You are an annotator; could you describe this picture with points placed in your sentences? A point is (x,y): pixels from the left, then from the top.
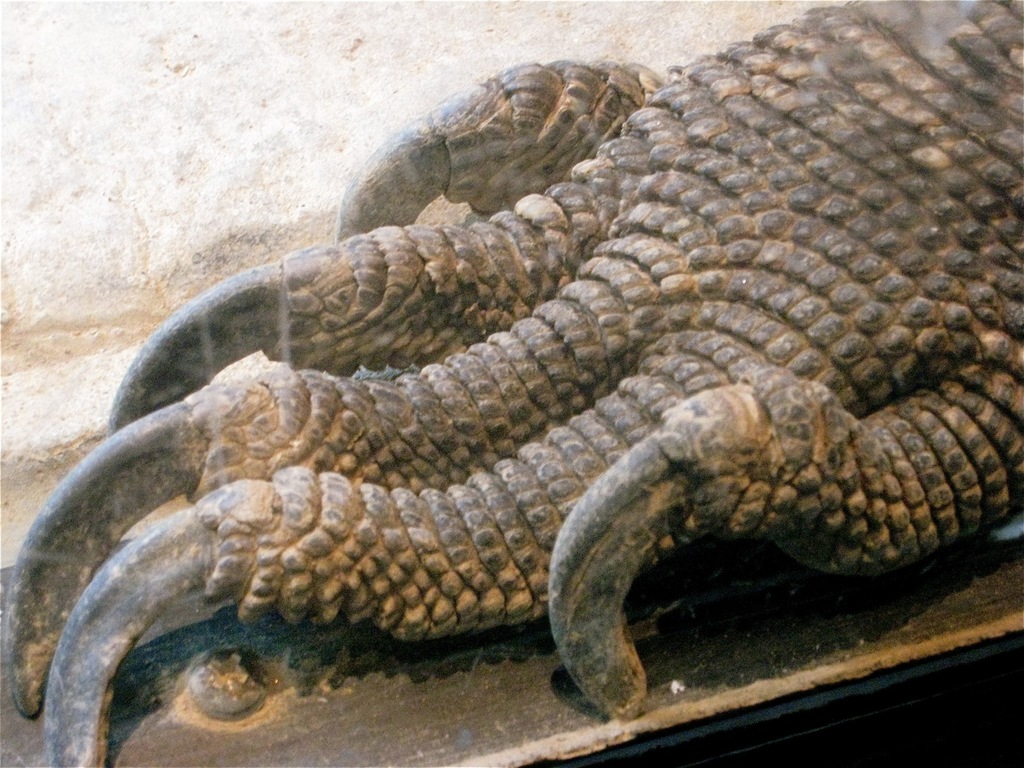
In this image I can see dragon paw (694,414) which is in black and brown color. I can see a white wall (176,135).
